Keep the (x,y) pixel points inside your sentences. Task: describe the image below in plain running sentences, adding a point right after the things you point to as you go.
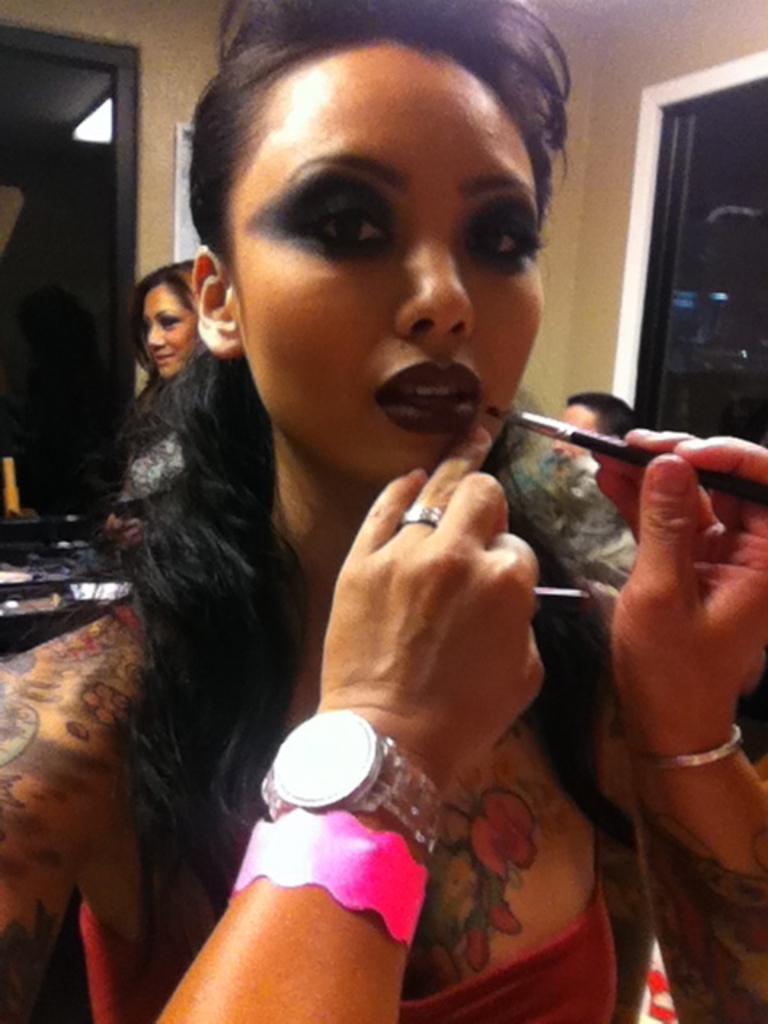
In this picture there is a woman (475,306) who is painted her body (544,881). Beside her we can see a person (737,691) who is wearing watch (317,767), ring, bracelet (326,867) and holding a brush (567,438). In the background (186,361) there is another woman (156,336) who is standing near to the wall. On the right (579,465) background (620,419) there is a man (576,405) who is standing near to the door (694,365).
